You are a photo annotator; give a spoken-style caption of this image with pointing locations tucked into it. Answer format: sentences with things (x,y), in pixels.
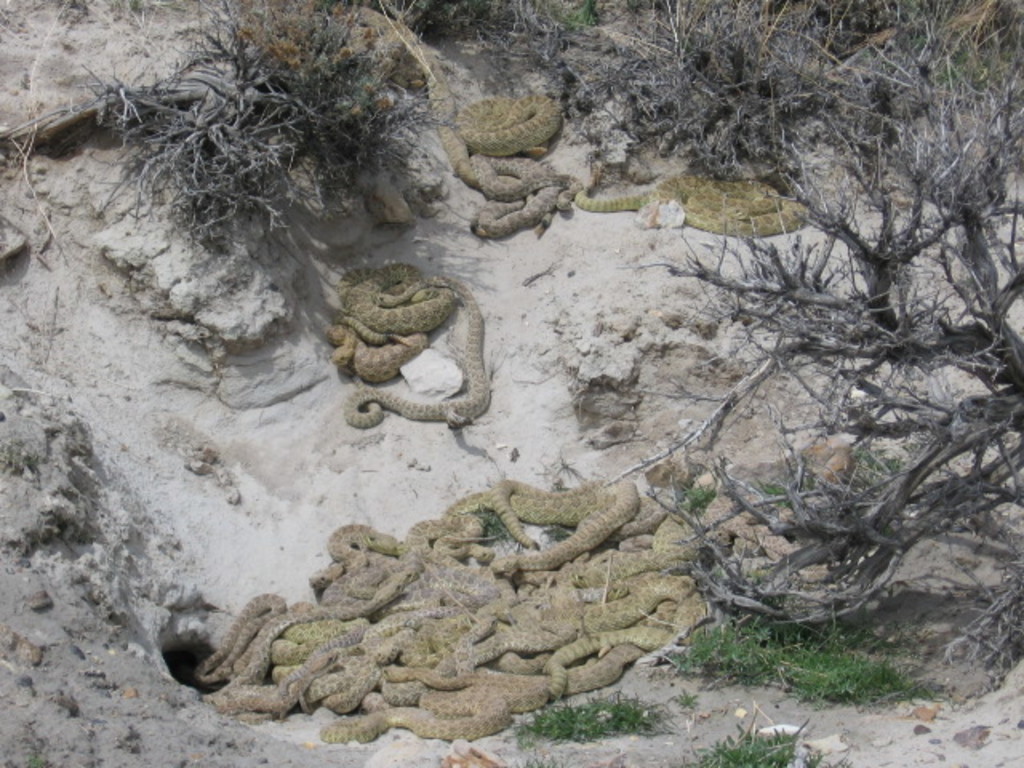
In this picture I can see many snakes (550,132) and I can see plants (765,143) and a tree (991,441) on the right side (965,397).
